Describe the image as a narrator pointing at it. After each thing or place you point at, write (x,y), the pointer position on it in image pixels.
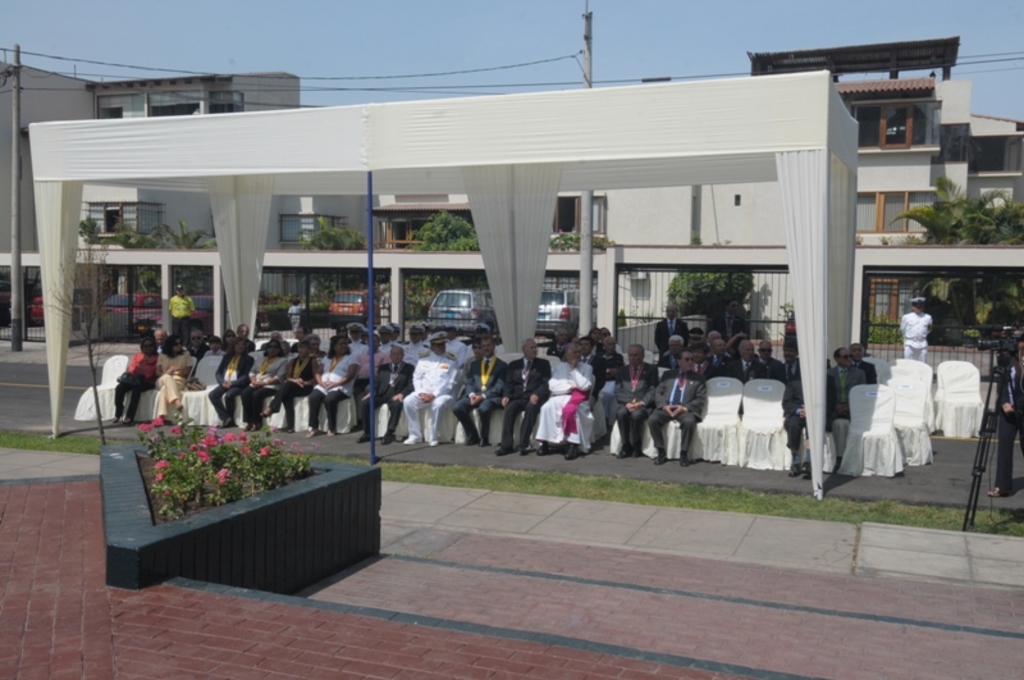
This picture is clicked outside the city. In the middle of the picture (559,415), we see people (532,394) sitting on the chairs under a white tent (521,326) like. Behind that, we see an iron railing (646,318). Behind that, we see plants (431,229), trees (1006,290) and buildings (277,228). We see an electric poles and wires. We see cars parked on the road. At the bottom of the picture (225,491), we see plants (175,471) which have flowers (215,442). These flowers (173,432) are in red color. On the right side (990,381), we see a man (1001,483) is standing beside the camera stand (996,354).
